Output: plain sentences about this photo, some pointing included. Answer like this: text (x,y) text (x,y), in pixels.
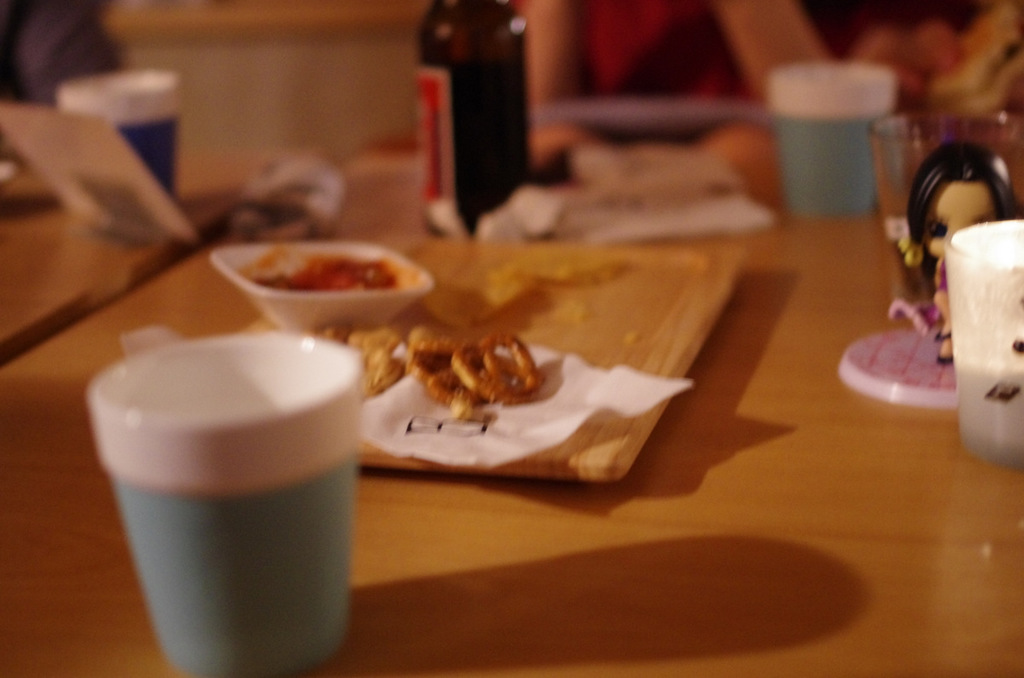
This image is taken inside the room (608,316). In this image there is a table (813,454) and on that table (402,497) there is a cup (238,397), a tray (679,303), bowl (302,252) with sauce (298,268) and food (465,374) and a bottle (426,101) on it.
